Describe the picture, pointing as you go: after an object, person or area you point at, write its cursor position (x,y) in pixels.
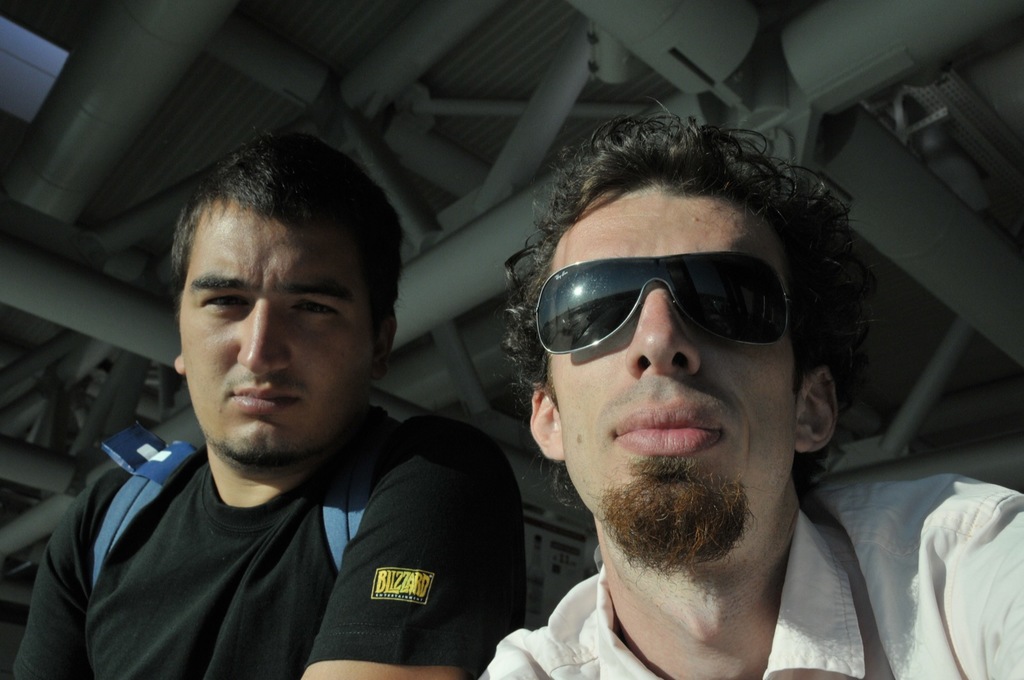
In this image there are two men (293,500) towards the bottom of the image (376,559), there is a man (314,476) wearing a bag (138,498), there is a man (692,328) wearing goggles (741,289), there is a roof (468,54) towards the top of the image (563,75), there are pipes (463,205).
